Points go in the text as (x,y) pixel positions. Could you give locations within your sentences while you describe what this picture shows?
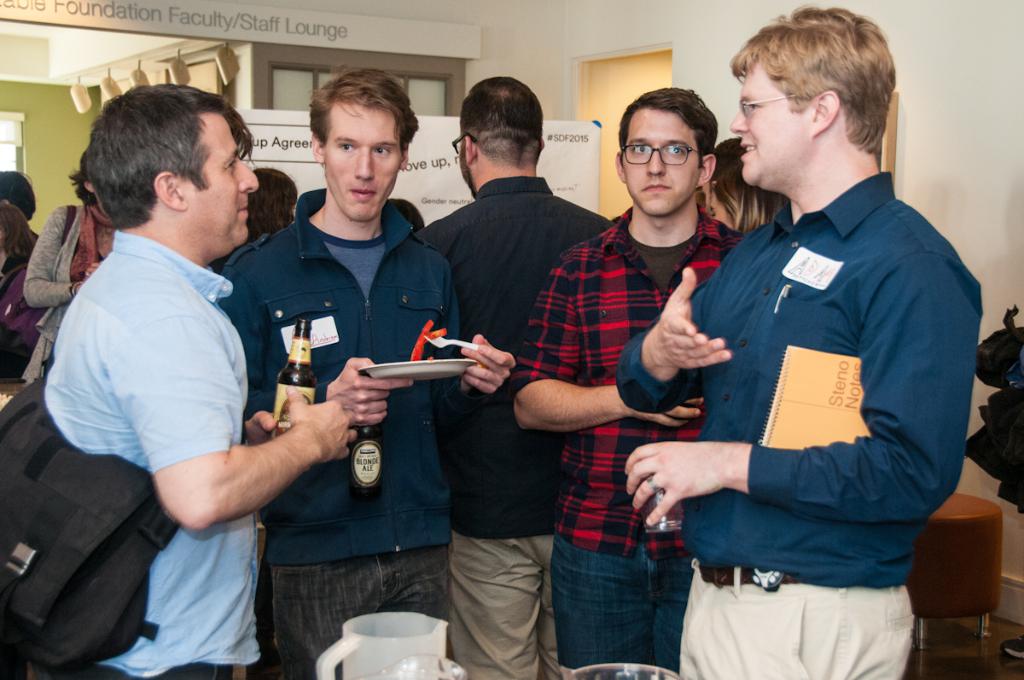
In this image we can see persons (741,400) standing on the ground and some of them are holding glass tumblers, beverage bottles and plates (423,372) in their hands (374,387). In the background (402,54) we can see walls (518,50) and advertisement boards (444,161).
